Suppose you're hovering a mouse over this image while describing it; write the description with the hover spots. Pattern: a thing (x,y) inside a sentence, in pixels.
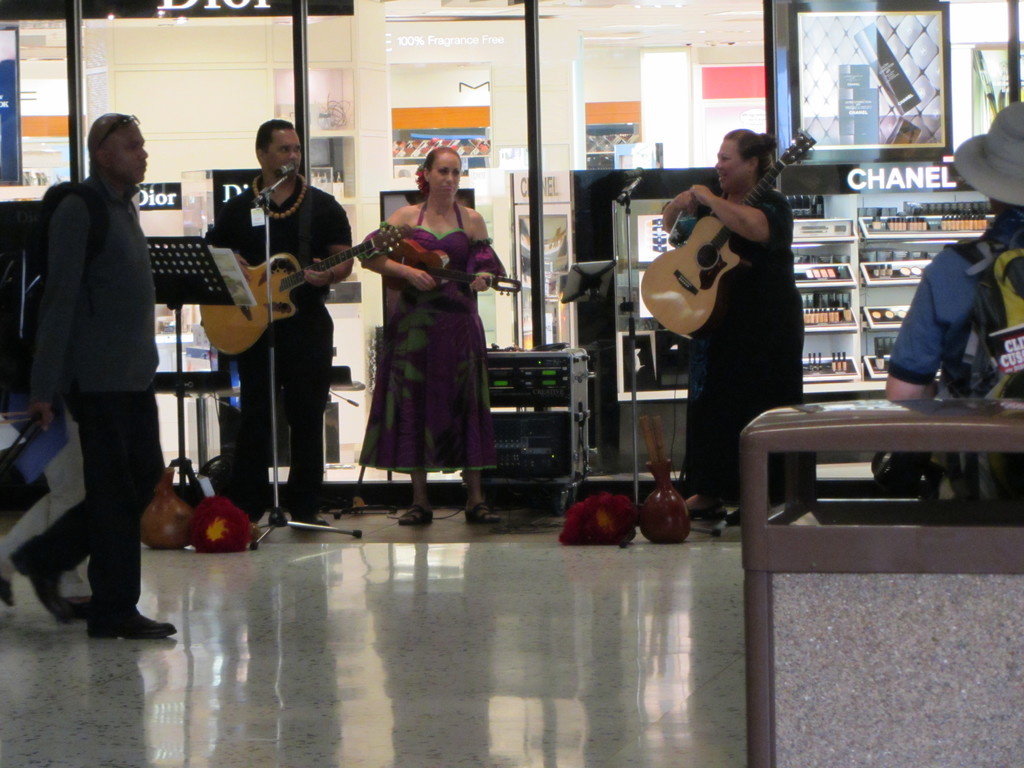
There are 3 people (415,332) performing by playing guitars (705,300). On the left (94,406) a man (97,390) is walking. On the right (970,307) a woman (953,328) is standing. In the background (318,64) there are glass doors (675,153) and it is a store (612,90).
